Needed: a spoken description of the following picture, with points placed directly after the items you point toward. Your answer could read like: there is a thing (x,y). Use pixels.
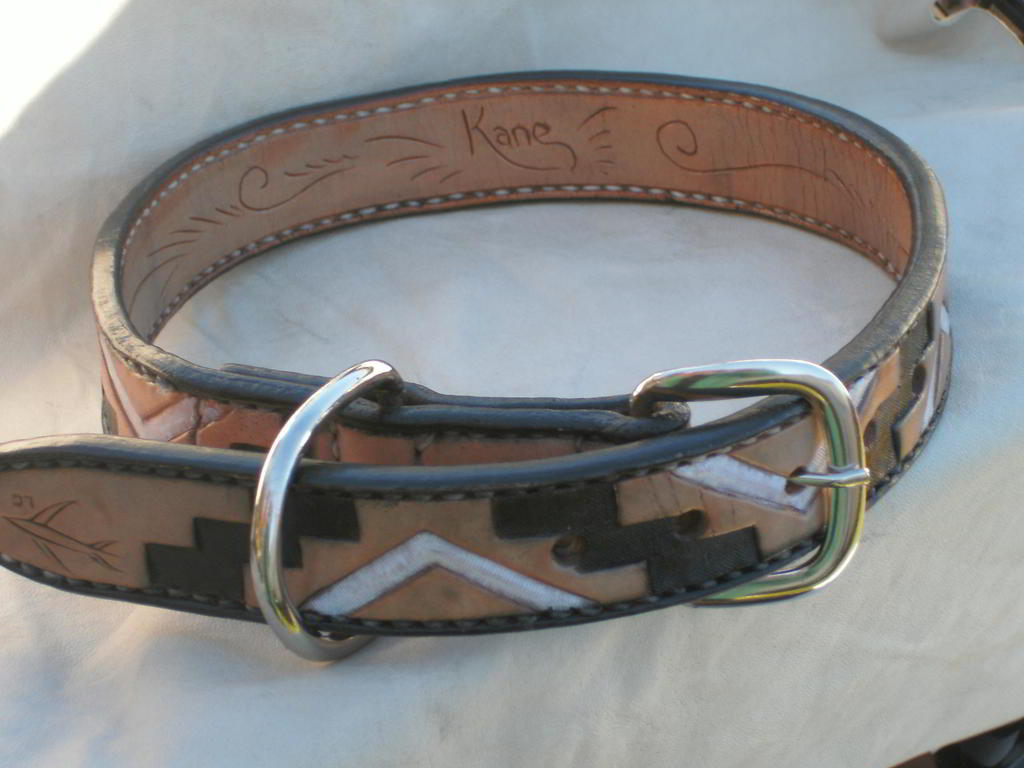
There is a belt (652,405) placed on a white surface (373,75), there is some brown and white color design (655,490) made on the belt (807,440).
